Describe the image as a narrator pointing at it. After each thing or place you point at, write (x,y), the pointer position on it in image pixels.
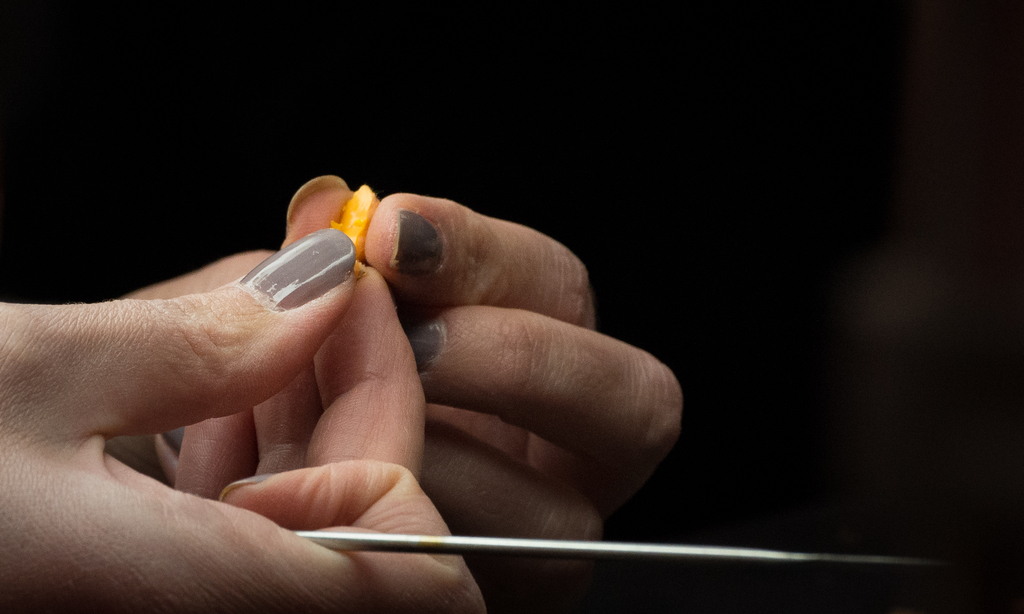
In this image in the front (268,353) there are hands (323,424) of the person (413,424) holding an objects (359,250) which are grey and orange in colour and the background (353,103) is dark.
